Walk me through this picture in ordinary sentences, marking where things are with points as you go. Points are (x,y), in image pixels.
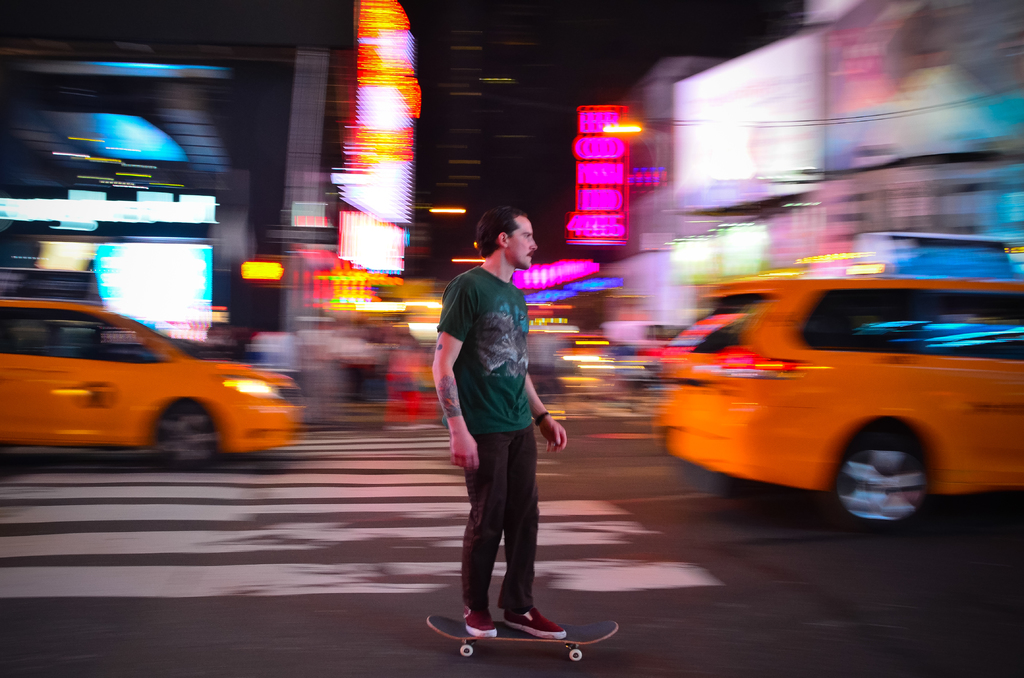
In this image there is a man (481,437) standing on the skateboard (450,630). The skateboard (471,641) is on the road (505,651). Beside him there are few vehicles (674,413) on the road (526,663). In the background (377,110) it seems like buildings (439,114) with the lights (364,141).
